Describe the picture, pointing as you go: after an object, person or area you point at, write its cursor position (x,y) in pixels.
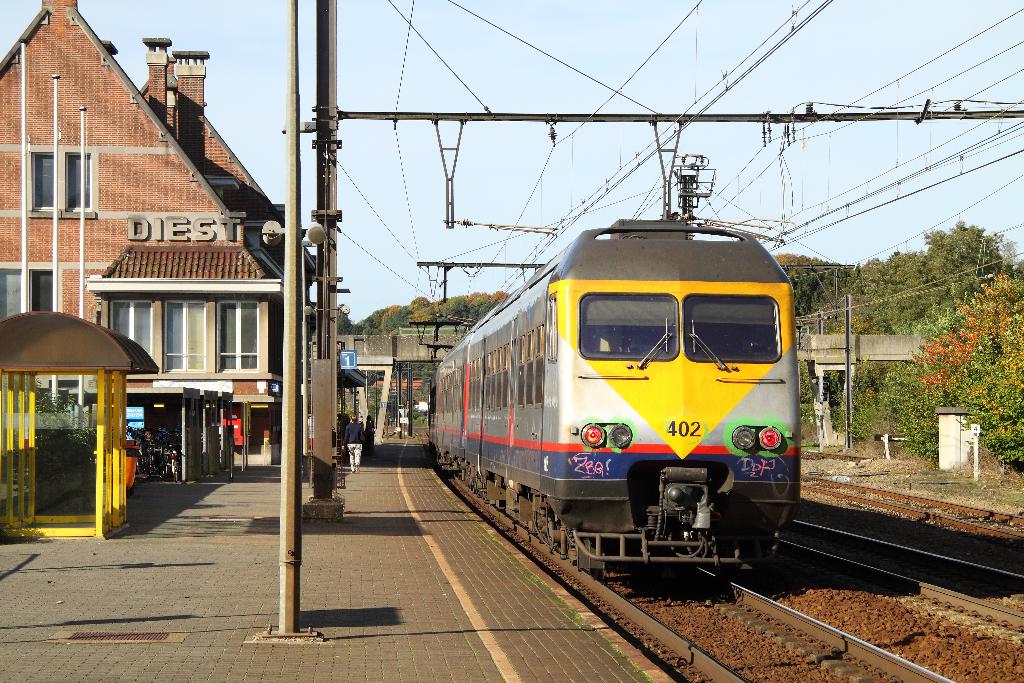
In this image we can see a train (668,476) on track (572,584). In the center of the image (353,455) we can see a person (353,449) walking on the ground (375,473). On the left side of the image (274,339) we can see a building (184,297) with windows (239,338), shed (120,480) and a trash bin (132,483) on the ground (88,566). On the right side of the image (993,393) we can see a group of trees (968,335), bridge (842,345) and some poles (800,268). At the top of the image (575,20) we can see some cables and the sky (509,18).
